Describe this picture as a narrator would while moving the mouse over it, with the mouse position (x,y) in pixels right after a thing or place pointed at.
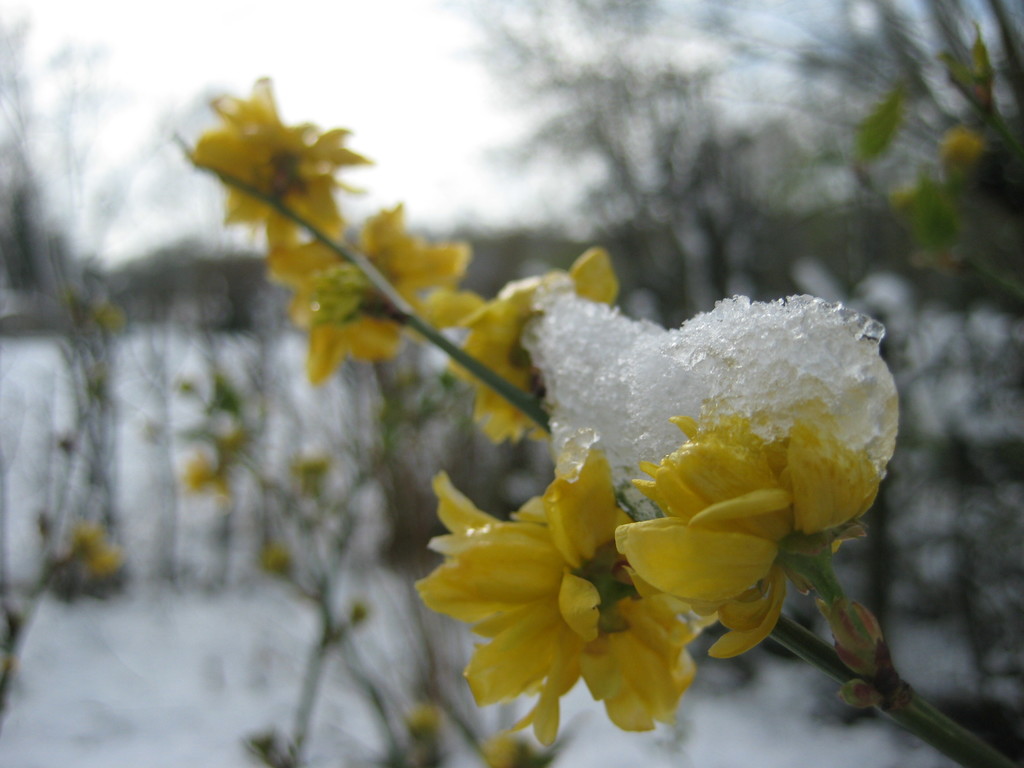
In this image there are yellow flowers (585,564), on that flowers (705,447) there is snow (695,395), in the background (243,50) it is blurred.
